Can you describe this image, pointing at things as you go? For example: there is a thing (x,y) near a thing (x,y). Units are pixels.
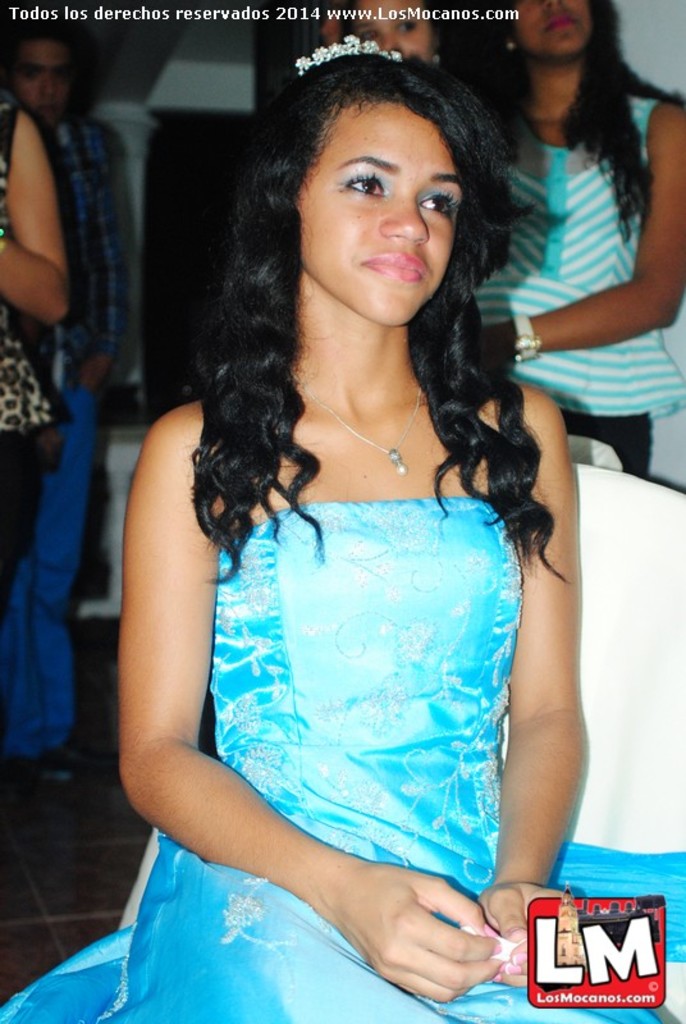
In this image I can see in the middle (355,380) a girl (404,706) is sitting, she is wearing a blue color dress (402,655). In the right hand side (636,902) bottom there is the logo (558,929). At the top (128,14) there is the watermark (415,18), at the back side (79,296) few persons (100,300) are there.
